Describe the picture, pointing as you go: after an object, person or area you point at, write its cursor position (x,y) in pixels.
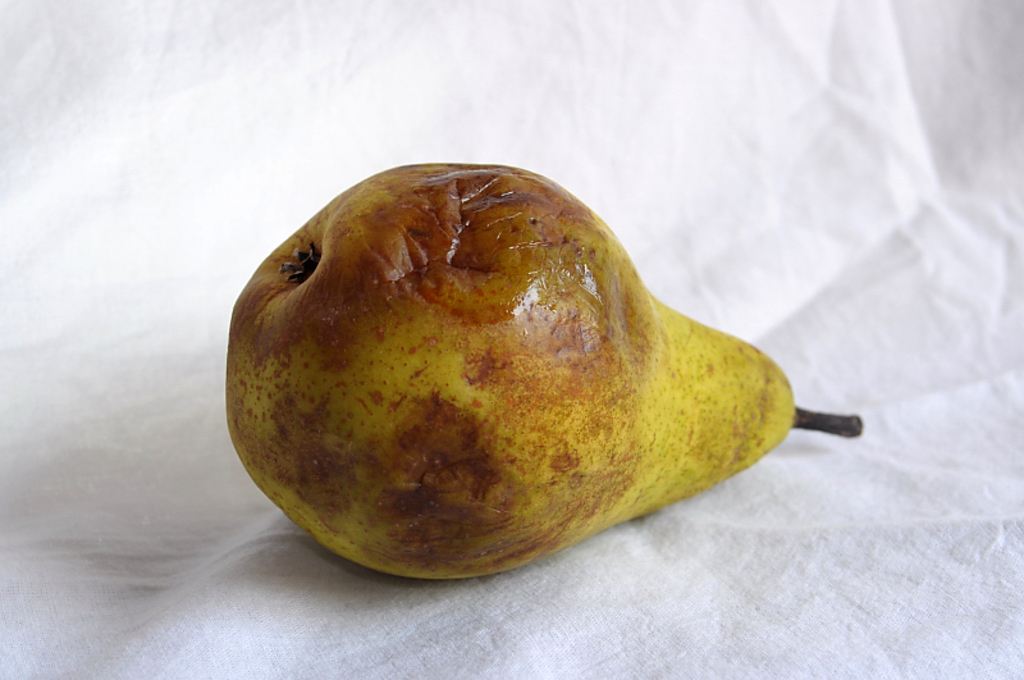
In this image there is a pear fruit (421,330) on the white tissue paper (553,583).
